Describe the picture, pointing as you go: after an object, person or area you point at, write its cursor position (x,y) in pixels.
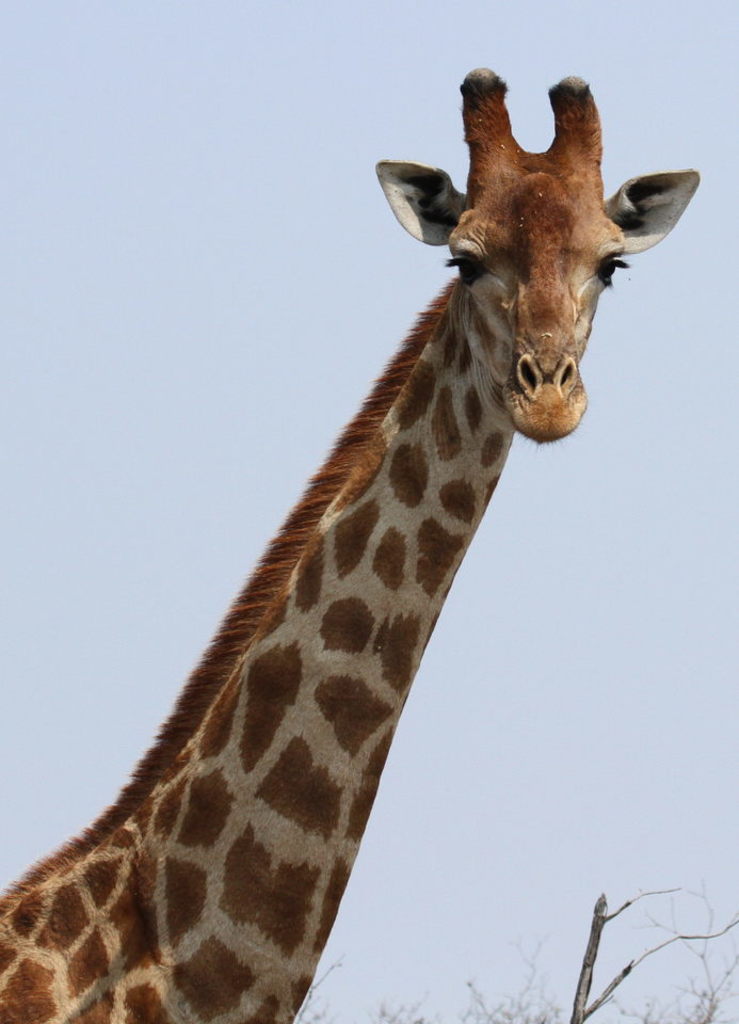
In this image we can see a giraffe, trees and sky (225,347).
